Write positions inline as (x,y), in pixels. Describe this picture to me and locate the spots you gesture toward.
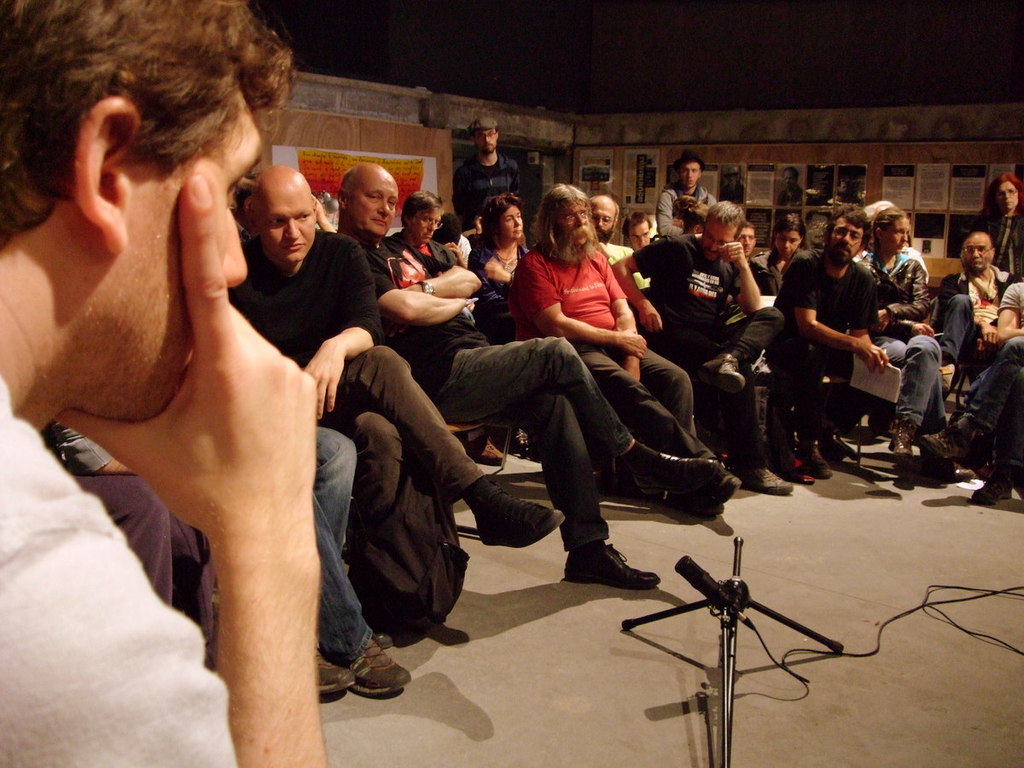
In this image I see number of people (572,304) who are sitting and I see a tripod (773,619) over here and I see a mic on it and I see the wire (878,639). I can also see that this man (845,288) is holding papers (869,368) in his hands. In the background (652,192) I see 3 persons (681,175) who are standing and I see the wall (563,122) on which there are few papers (723,178) over here and I see the floor (593,685).
